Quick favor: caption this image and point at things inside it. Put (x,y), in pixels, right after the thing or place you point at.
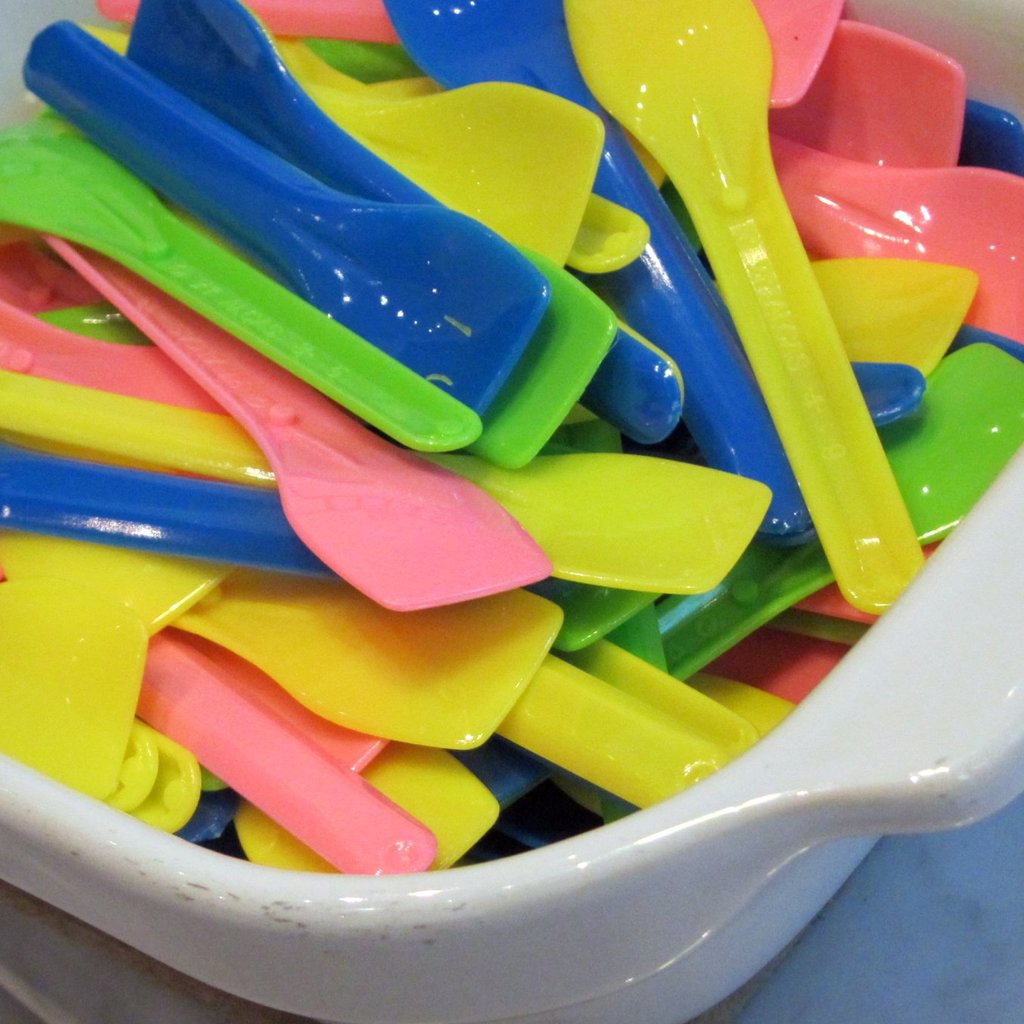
In this picture we can see few plastic spoons (499,541).
